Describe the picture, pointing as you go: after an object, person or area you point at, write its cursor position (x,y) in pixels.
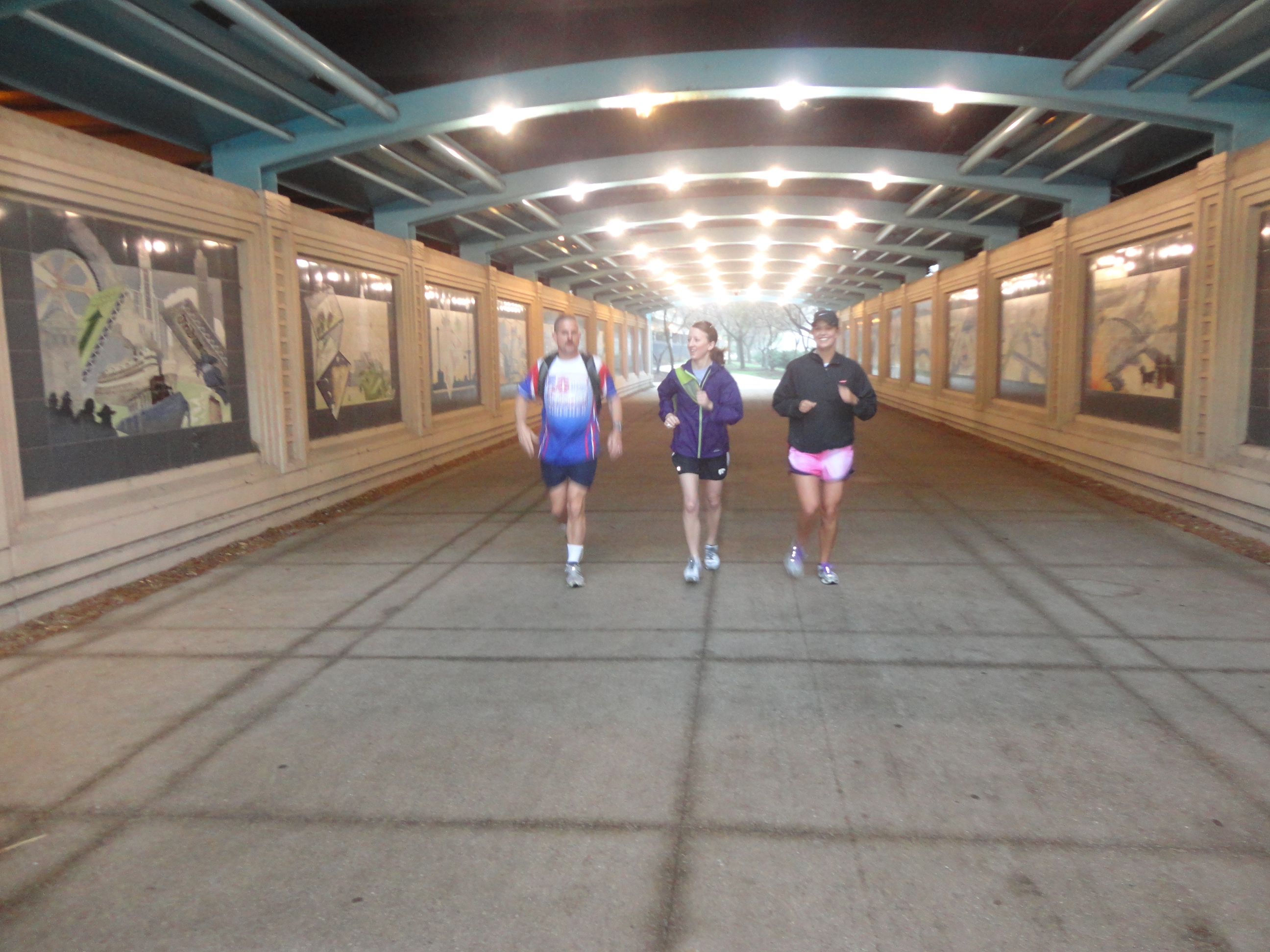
In this image we can see the people (701,458) running on the ground (684,546) and the other person (668,386) holding an object (684,374). And we can see the wall (1103,360) with images (1029,328) on both the sides. In the background (789,349), we can see the trees (798,318) and at the top (681,151) we can see the ceiling (715,206) with lights (795,280).
